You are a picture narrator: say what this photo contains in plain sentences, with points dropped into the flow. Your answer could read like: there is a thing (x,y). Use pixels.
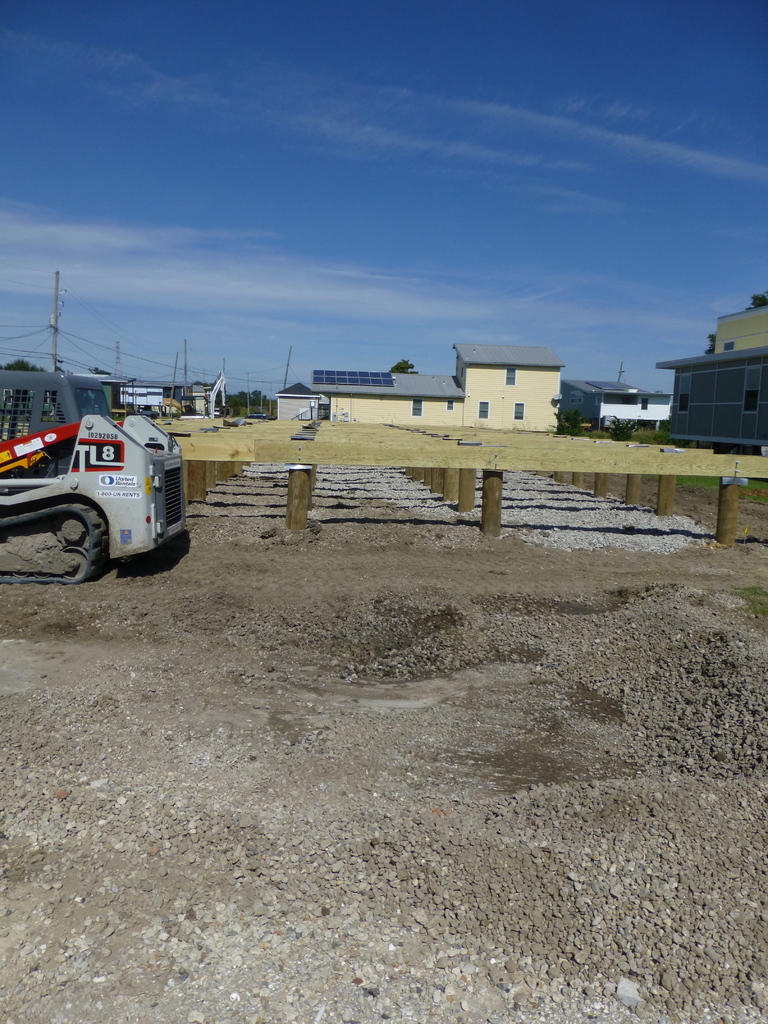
In the bottom of the image (595,823) there are stones (579,777). In the background of the image (364,393) there are houses (342,400). To the left side of the image (99,437) there is vehicle (60,400). At the top of the image (363,226) there is sky (318,214).
